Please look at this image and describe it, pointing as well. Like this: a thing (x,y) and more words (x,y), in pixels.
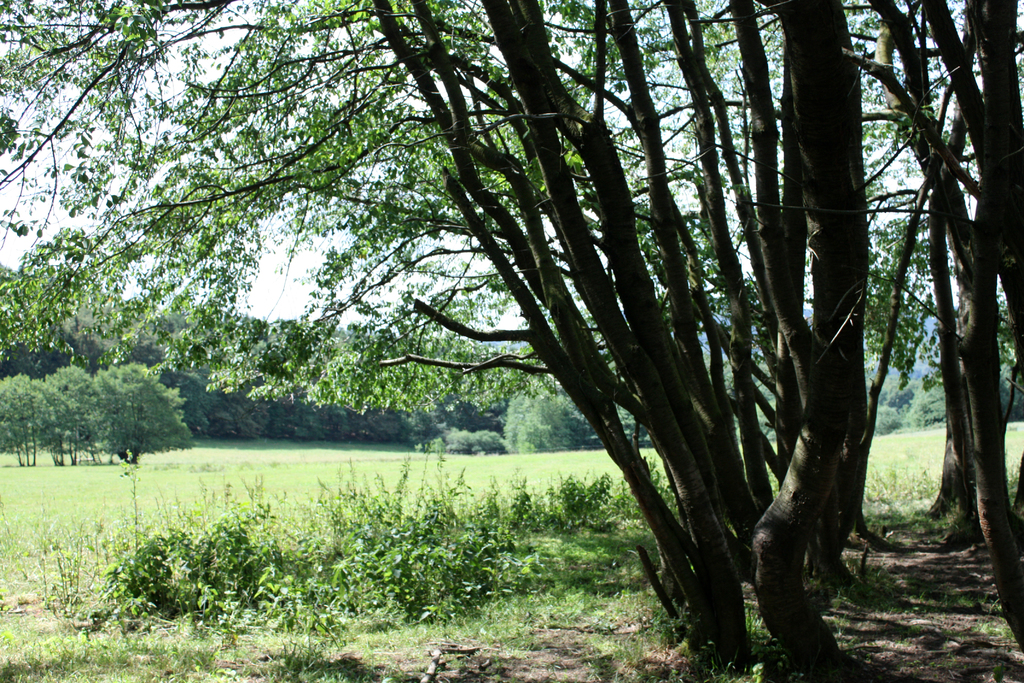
In this image we can see trees (504,430), ground (377,447), plants (348,520) and sky (184,280).
